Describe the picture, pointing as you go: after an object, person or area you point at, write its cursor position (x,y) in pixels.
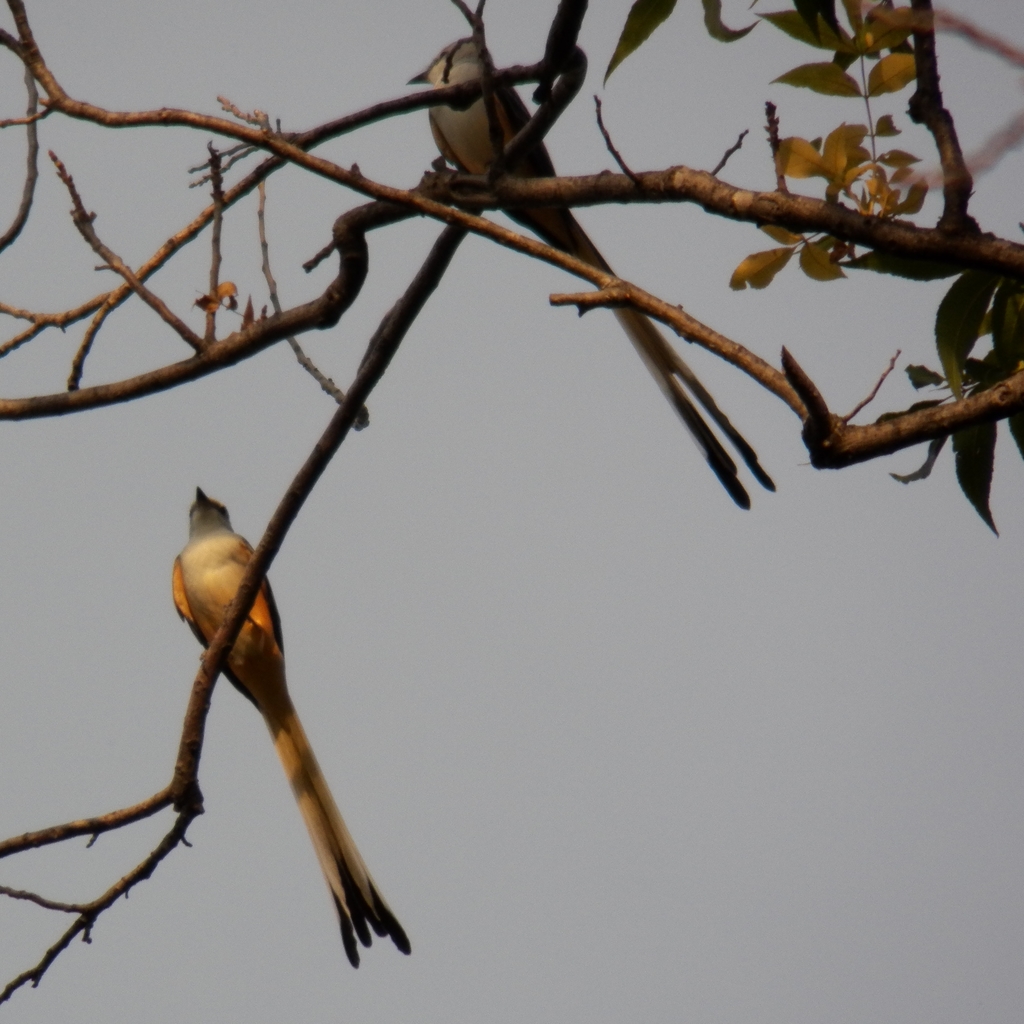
In this image two birds (322,800) are sitting on the stems (250,117) having few leaves (861,264). Background (169,953) there is sky (521,578).
